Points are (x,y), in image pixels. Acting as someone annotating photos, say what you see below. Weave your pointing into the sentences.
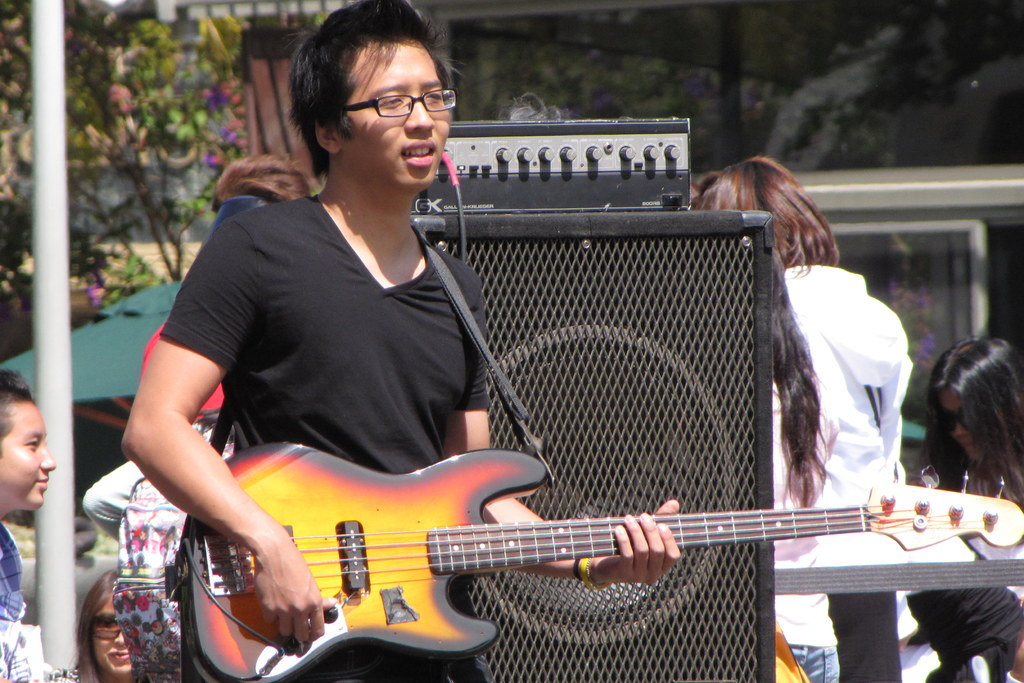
This person (428,429) standing and holding guitar (332,593), behind this person (288,568) we can see speakers (621,334), persons (816,238), trees (122,149).
